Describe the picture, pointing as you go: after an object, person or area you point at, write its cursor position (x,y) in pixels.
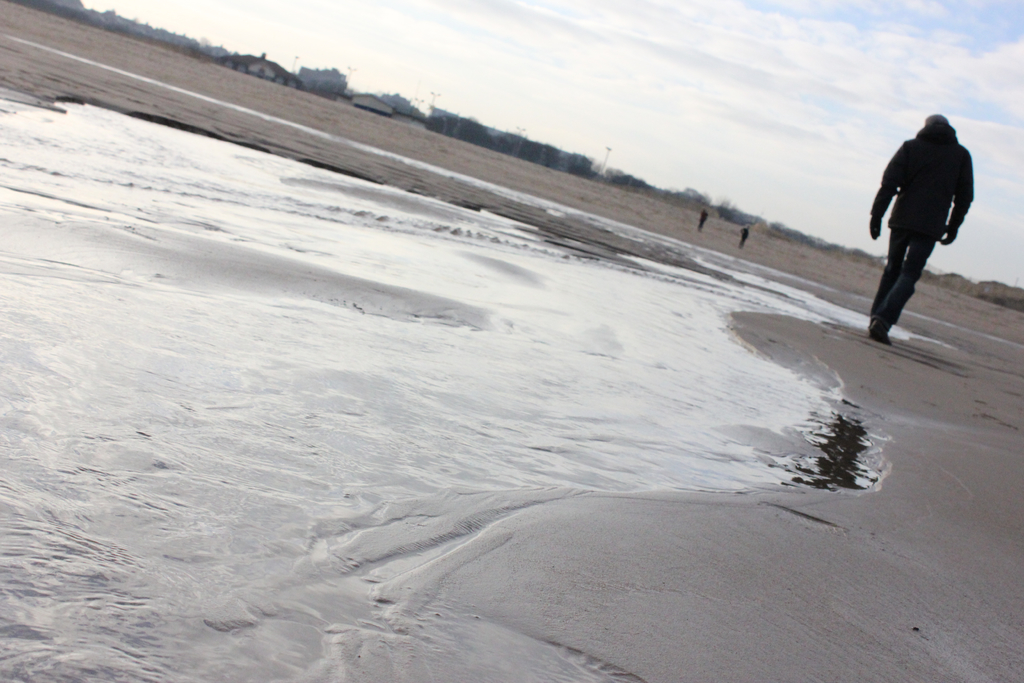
This image is taken in the beach (749,438). In this image we can see a person (908,211) walking. In the background (388,114) we can see some houses (374,102) and also two persons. Sky (763,79) is also visible with clouds (752,73).
